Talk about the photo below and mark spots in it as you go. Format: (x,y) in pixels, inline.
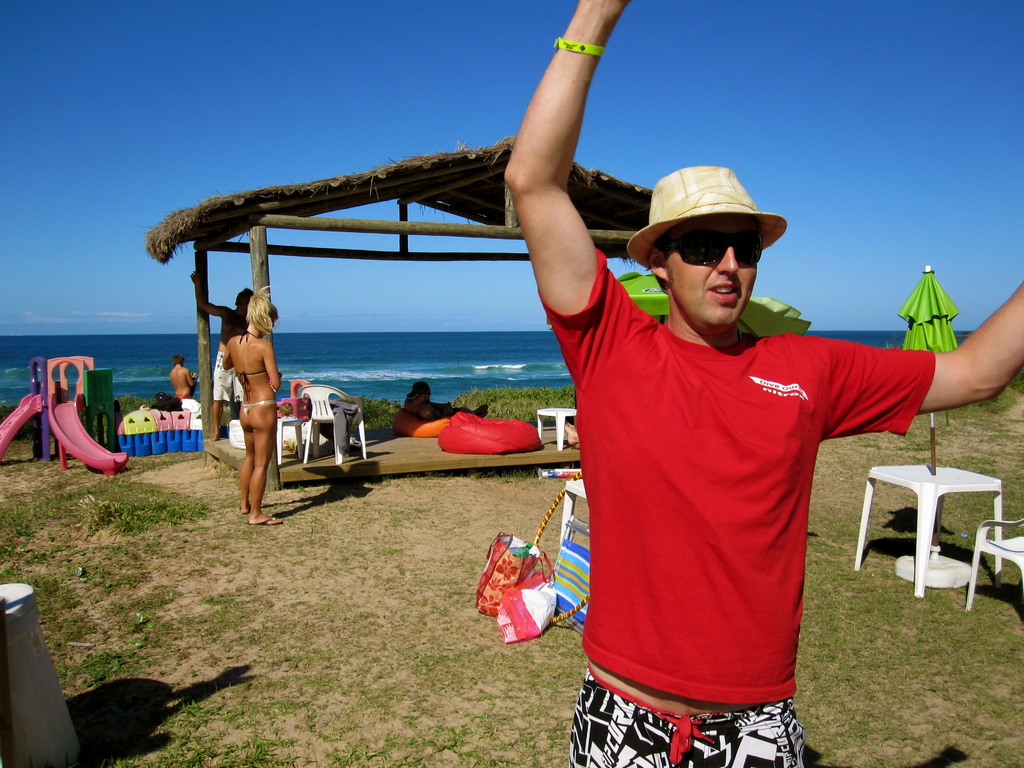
In this image, there are a few people (607,369). We can see the shed (319,442) with some poles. We can see some grass (879,511) and the ground (205,735) with some objects (944,574). We can see some chairs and a stool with an object (493,586). We can also see a green colored object (935,462). We can see some water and the sky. We can also see an object (20,762) at the bottom left corner (10,738).
